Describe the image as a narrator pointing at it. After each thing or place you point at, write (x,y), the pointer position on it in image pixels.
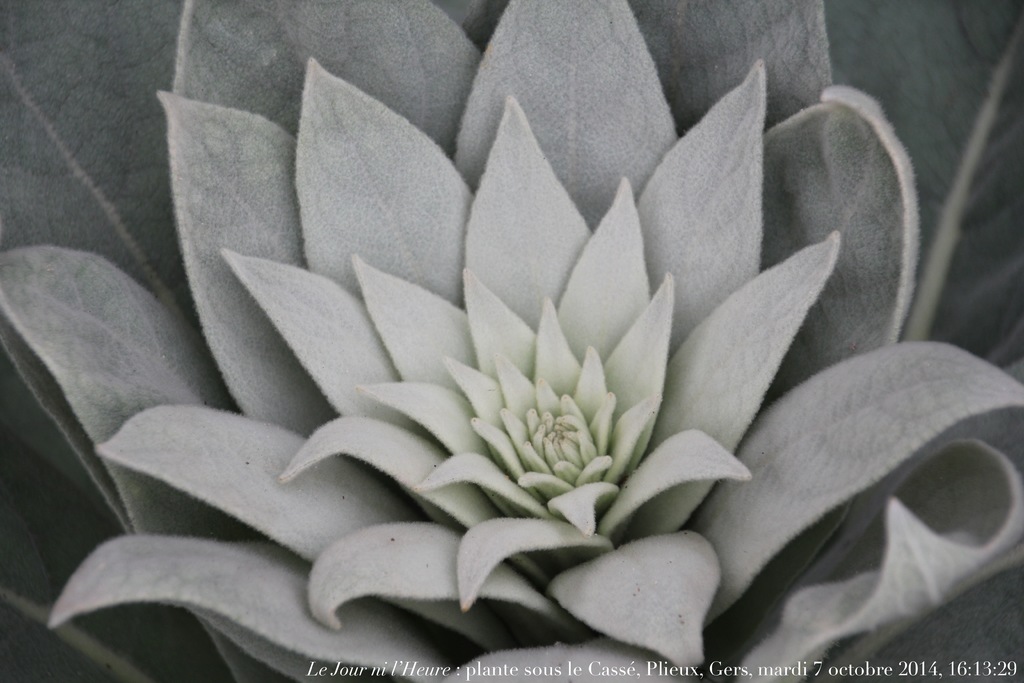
In this image there is a flower (344,527) truncated, there are leaves (691,318) truncated, there is text (911,664) towards the bottom of the image (530,668).
